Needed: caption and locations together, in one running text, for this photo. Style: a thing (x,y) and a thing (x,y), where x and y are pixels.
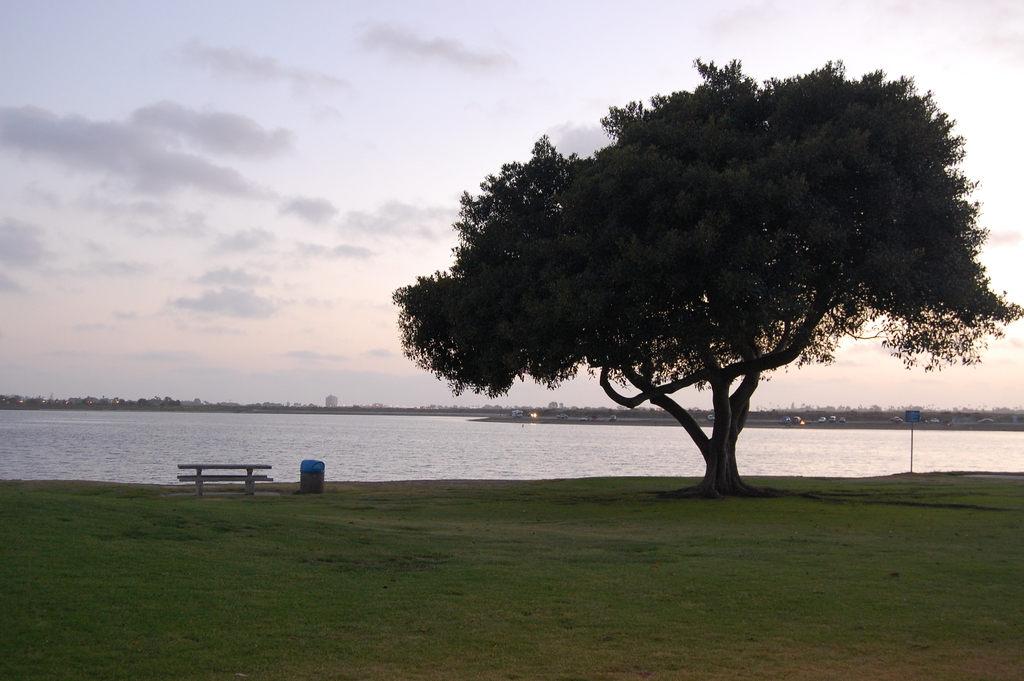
In this image there is a bench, a bin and a sign board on the grass (864,529), there are few trees (745,409), vehicles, buildings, some clouds (48,145) in the sky (459,210) and the water (369,464).
